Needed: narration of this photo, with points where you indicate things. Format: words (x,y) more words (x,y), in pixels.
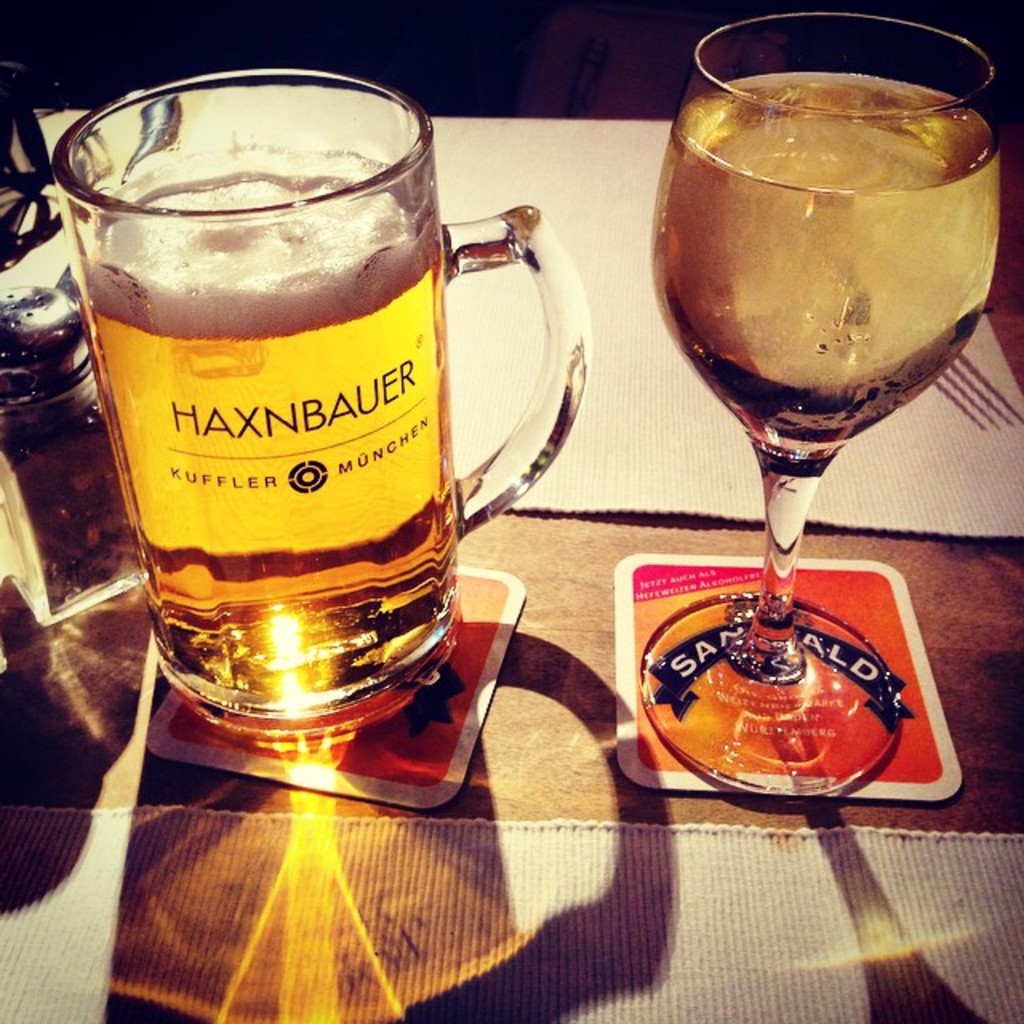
In this picture there is a table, on that table (602,406), we can see two coasters (457,743) which are placed on the table (655,955) and a beer mug (352,472) and a wine glass (821,475) which are placed on the two cards (443,740). On the left side of the table (67,638), we can also see a bottle (57,414). In the background (92,63), we can also see black color.
